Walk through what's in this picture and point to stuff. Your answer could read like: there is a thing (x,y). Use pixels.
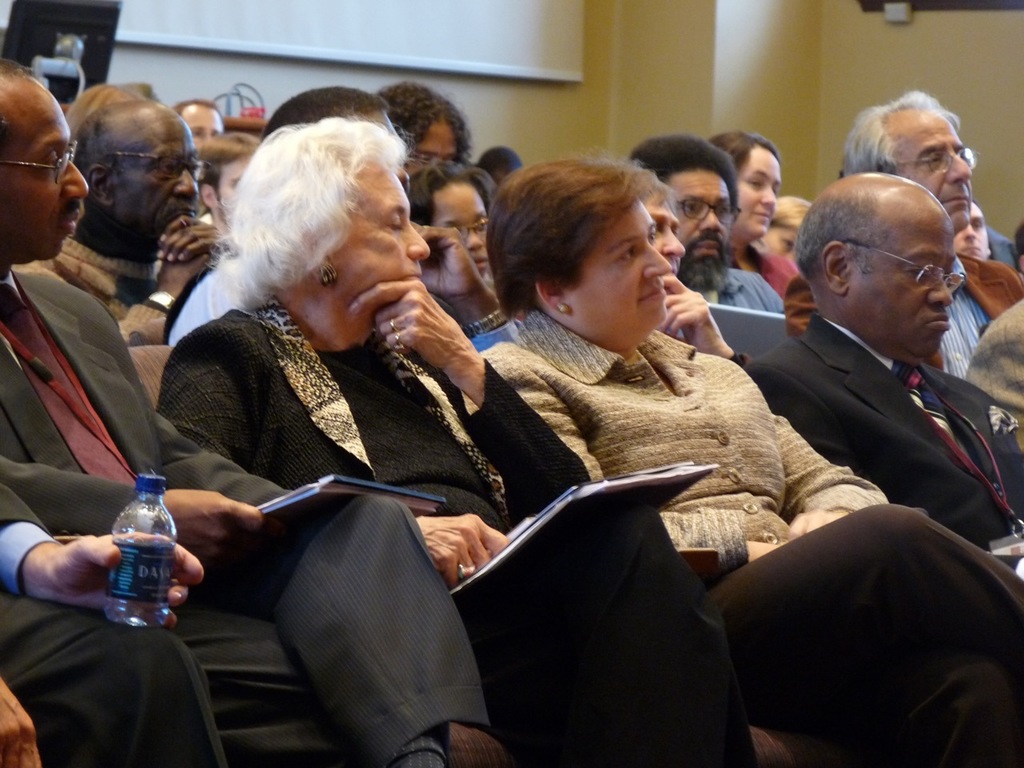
In the image there are group of people (527,369) sitting on chair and holding book (520,540) and a water bottle (160,555) on their hands (197,511). In background (491,51) there is a white color board (447,31) and a wall (670,81) which is in yellow color.
